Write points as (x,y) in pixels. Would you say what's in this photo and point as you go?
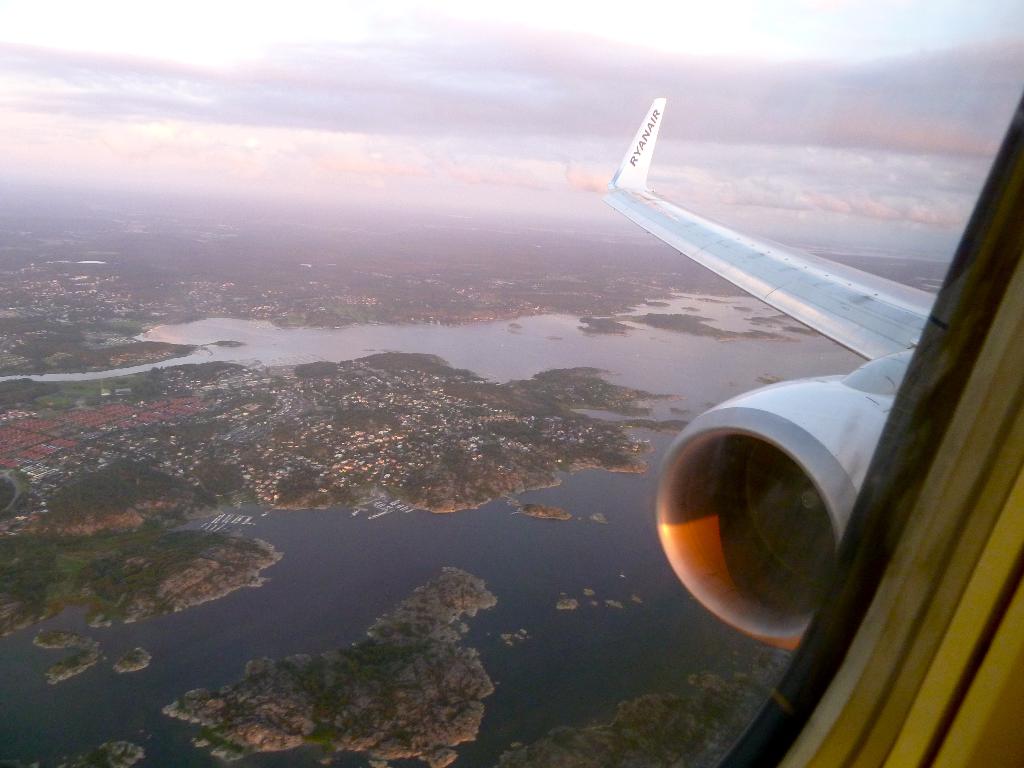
In this image we can see a wing (739,275) and engine (784,423) of an airplane (781,400), beneath the airplane (813,379) on the surface (573,554) there are trees (426,368) and water (410,568).
